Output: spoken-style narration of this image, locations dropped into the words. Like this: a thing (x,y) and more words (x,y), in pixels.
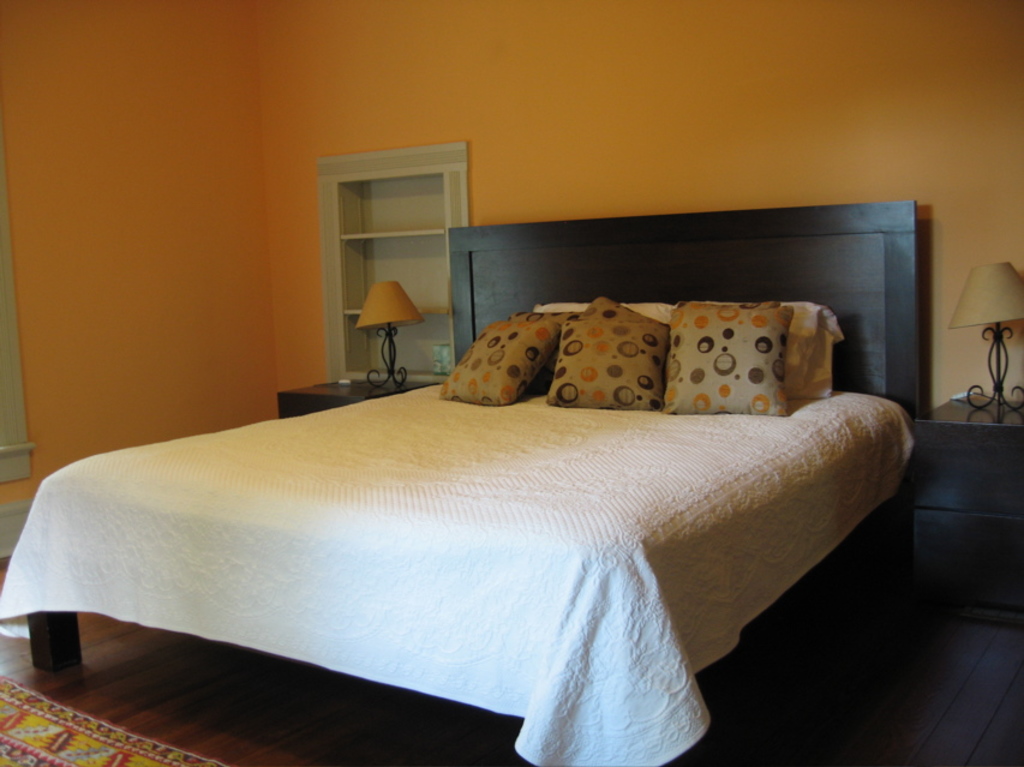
Here we can see pillows (616,364) on the bed (472,414) and we can see lamps (380,332) on tables (334,382). We can see wall (492,126) and floor (191,705).
